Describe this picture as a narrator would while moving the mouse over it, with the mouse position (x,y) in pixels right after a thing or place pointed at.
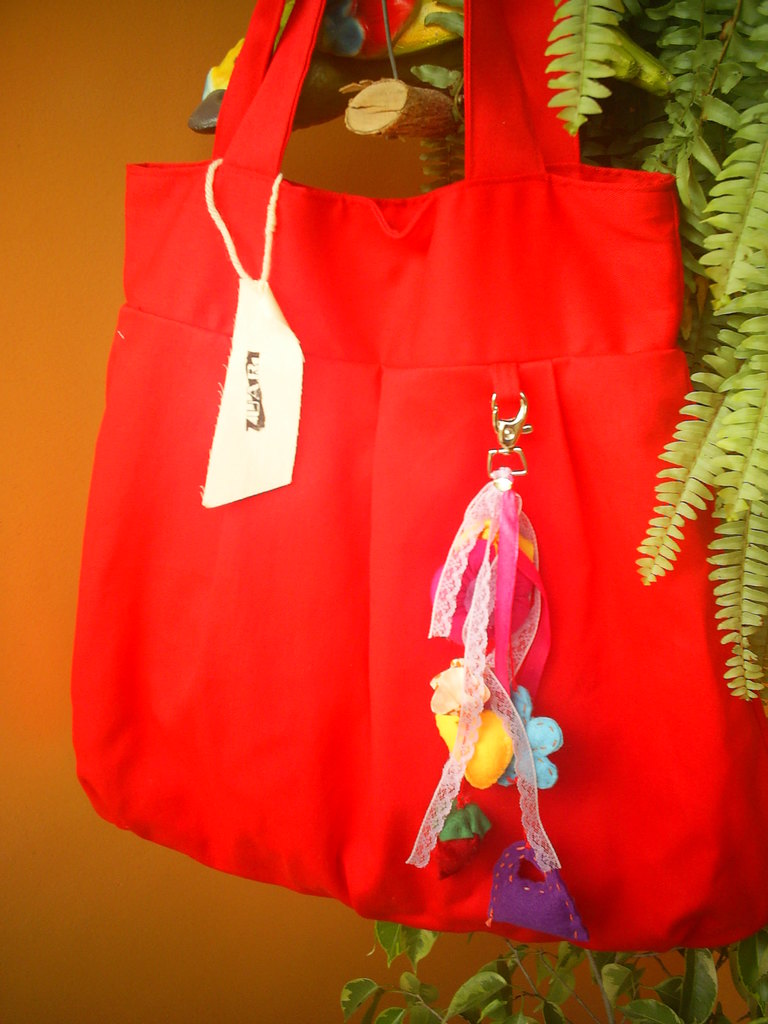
In the image there is a bag (519,246) which is in red color. On right side of the bag (649,353) we can also see a plant (718,181) with green leaves (714,285) in background (60,174) there is a orange color wall (69,150).
